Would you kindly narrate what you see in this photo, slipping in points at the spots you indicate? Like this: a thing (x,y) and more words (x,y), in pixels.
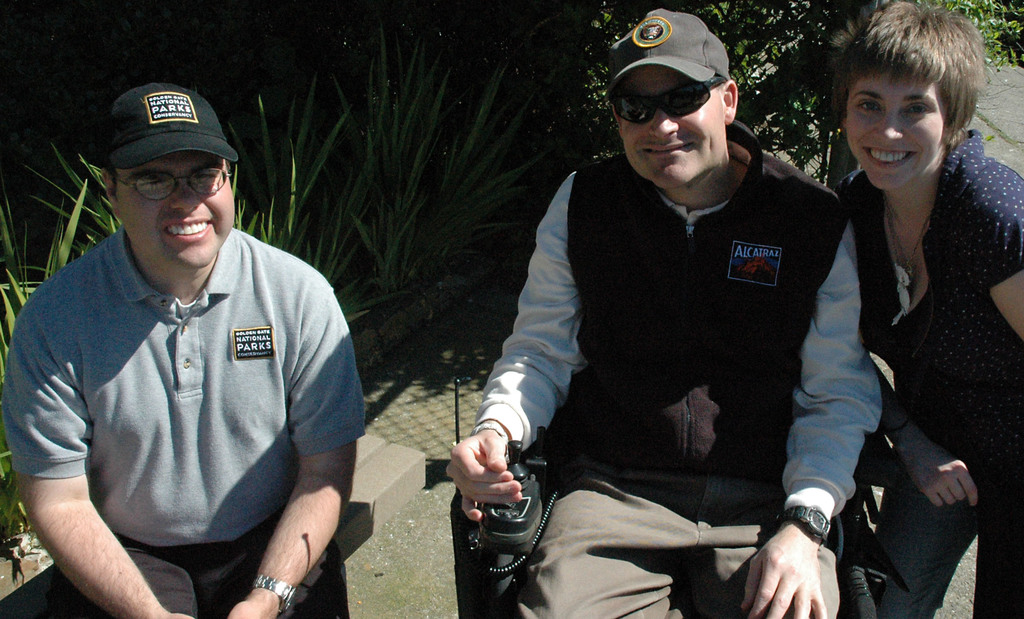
In this image we can see three people (759,432) smiling, among them two people (556,450) are sitting and one is standing, behind them we can see some plants (799,93).
